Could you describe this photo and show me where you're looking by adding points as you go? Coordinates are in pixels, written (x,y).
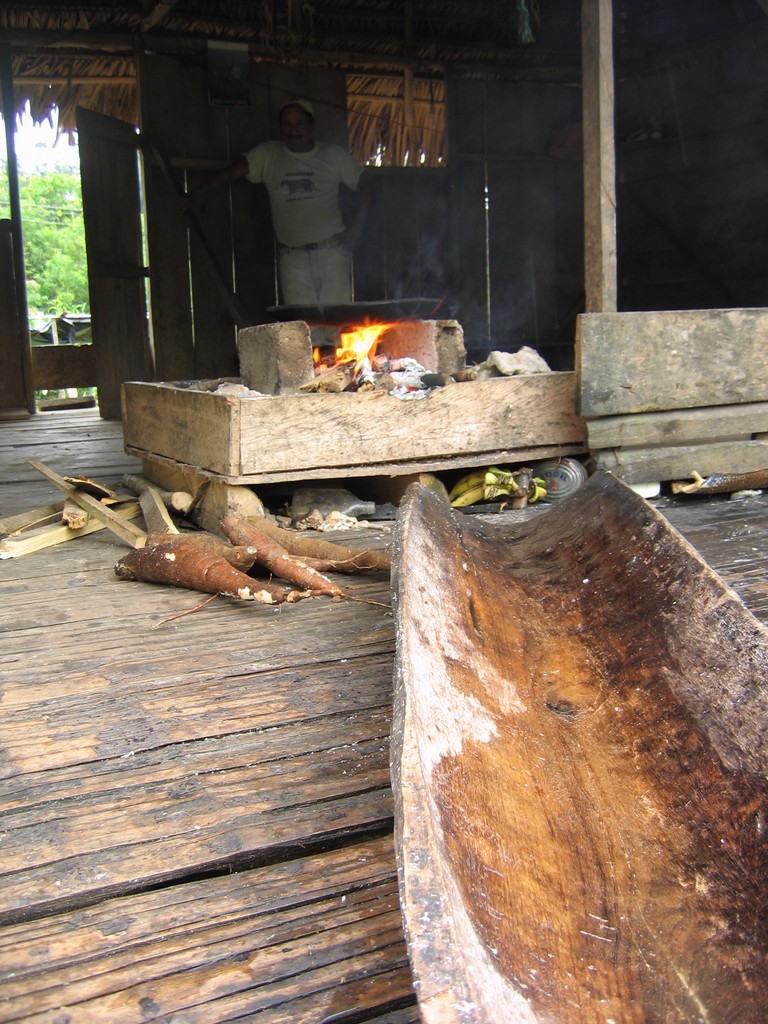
In the image we can see a person (328,206) standing, wearing clothes (325,182) and cap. Here we can see vegetables (304,584), wooden surface (288,608), flame (364,337), pole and the door (148,344), and out of the door (95,209) we can see trees (69,233).
